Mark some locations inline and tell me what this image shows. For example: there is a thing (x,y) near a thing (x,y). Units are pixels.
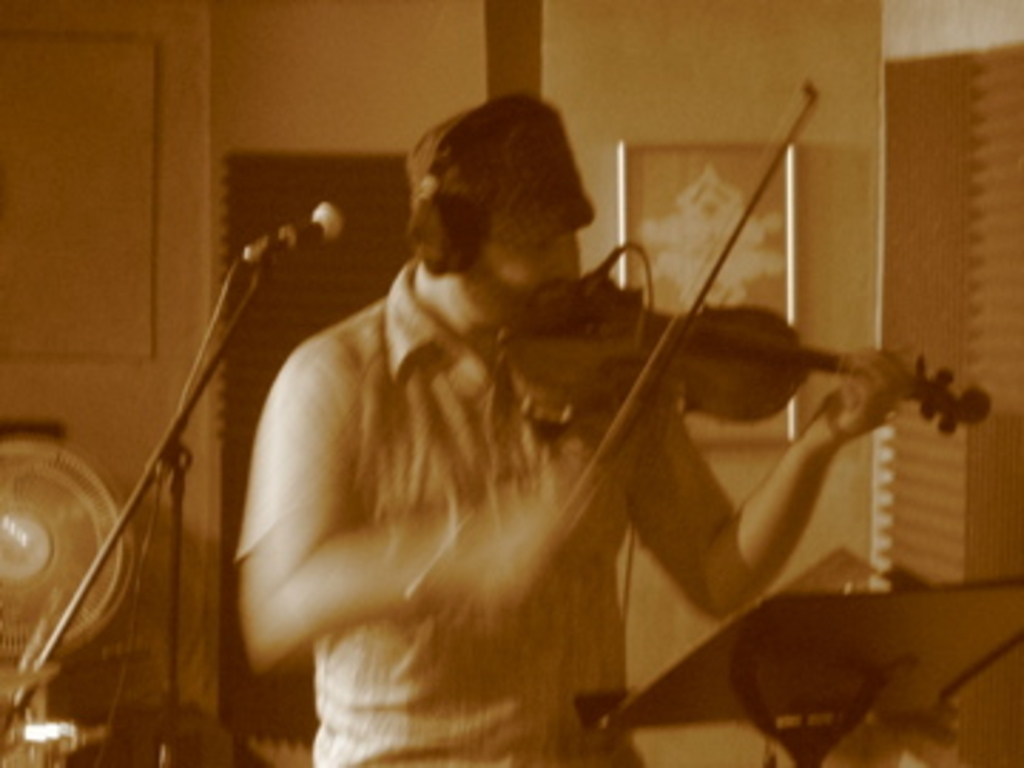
There is a person (402,443) holding a violin (693,355) and playing. He is wearing a cap (536,160) and headset (459,187). In front of him there is a mic (288,240) and mic stand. In the background (141,116) there is a wall (645,91), photo frame (635,157), and a fan (115,521). In the front (801,654) there is a book stand (799,643).
